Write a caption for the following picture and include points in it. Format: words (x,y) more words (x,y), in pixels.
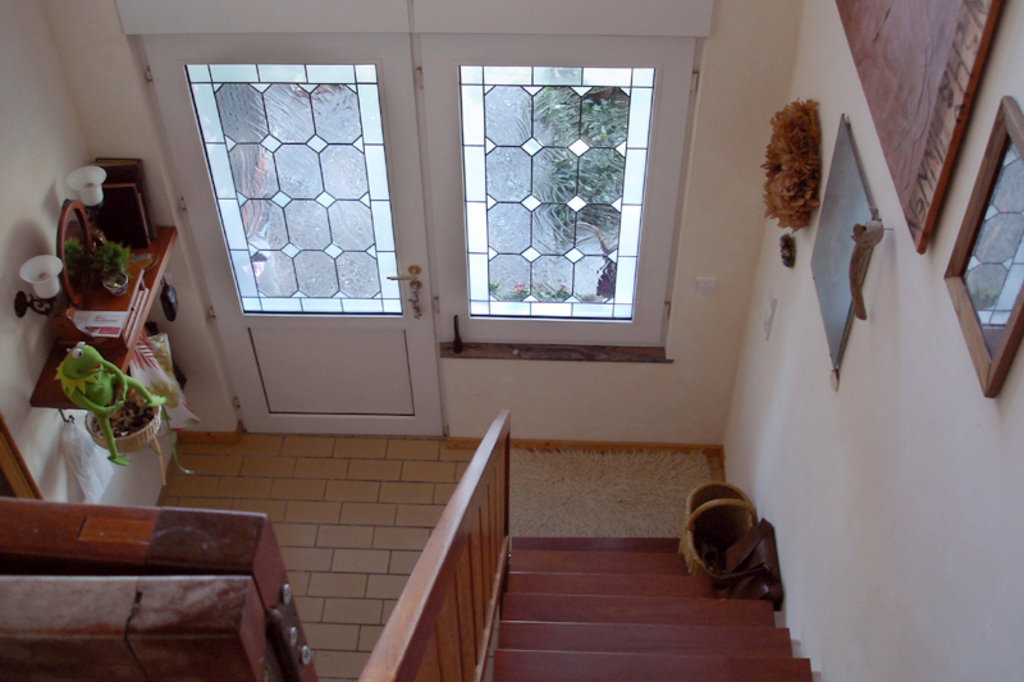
In this image, we can see a door (359,268), window (645,311), stairs (620,559), frames (847,334) placed on the wall (905,465) and there is a mirror (60,249), a flower pot (110,268), and a toy (103,372) which are on the stand (139,294) and we can see lights (37,278).
